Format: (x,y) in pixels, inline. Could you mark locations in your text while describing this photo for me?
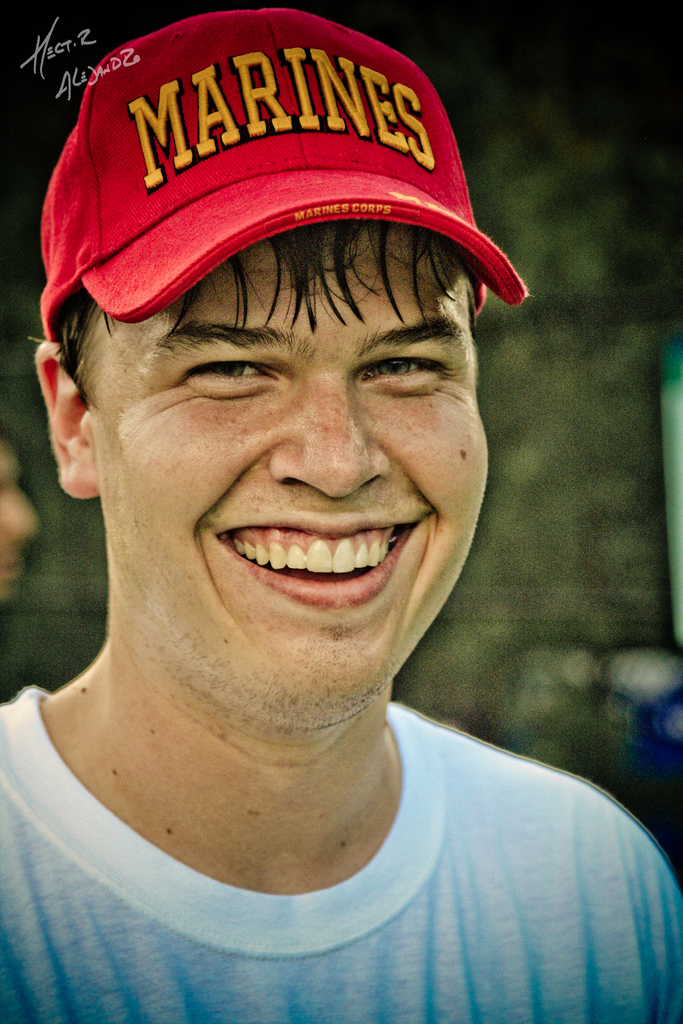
In this image we can see the picture of a man (344,591).
